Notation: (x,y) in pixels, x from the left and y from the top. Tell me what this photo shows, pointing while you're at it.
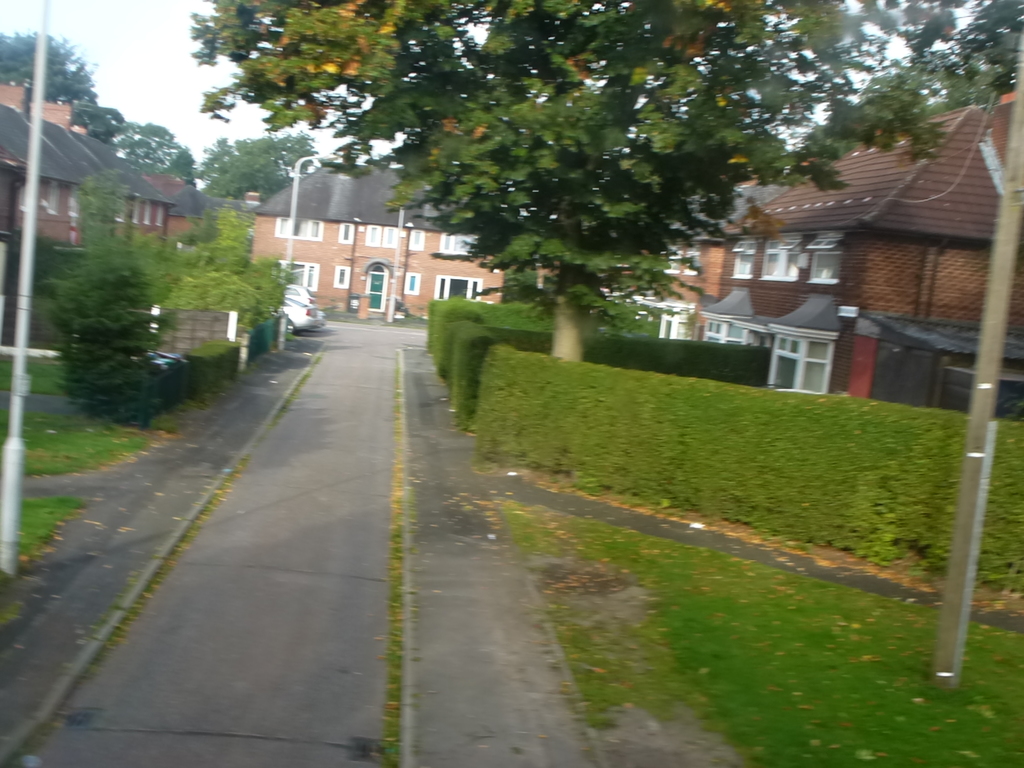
In this picture we can see the road (288,488), grass (799,733), vehicles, poles (9,428), plants (206,370), fence (193,344), trees (145,338), buildings (443,242) with windows (745,271) and in the background (159,24) we can see the sky (179,72).
